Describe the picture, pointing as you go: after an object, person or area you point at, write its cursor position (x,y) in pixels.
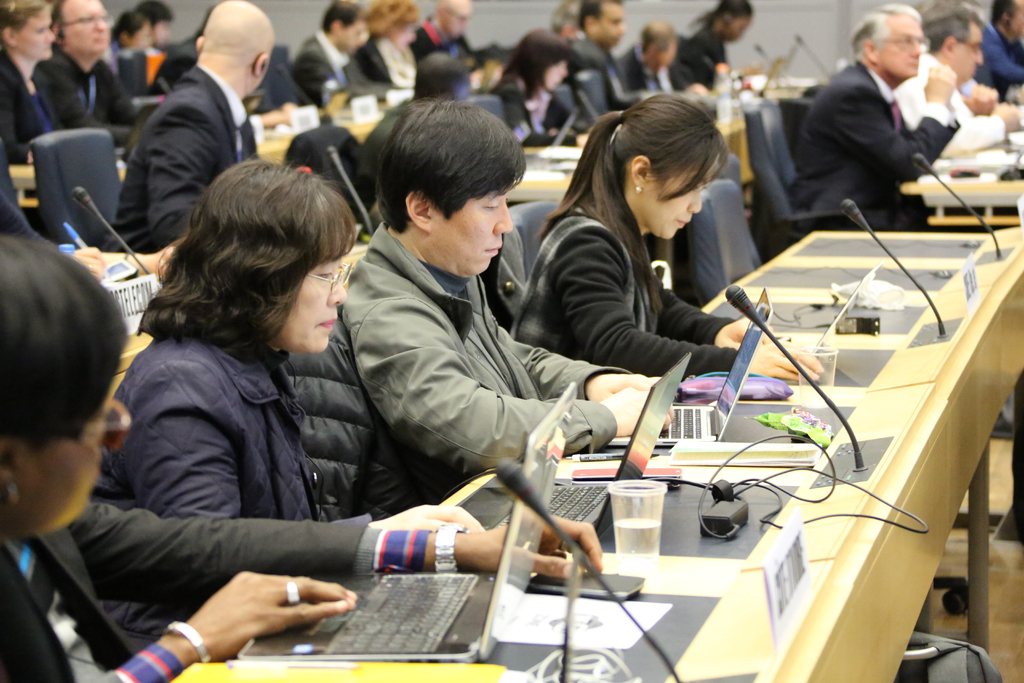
In this image I can see many people (195,127) are sitting on the chairs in front of the tables (873,311). These people (415,368) are facing towards the right side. On the tables (824,280) many laptops (483,647), glasses (650,553), wires (797,469), microphones (629,609) and other objects (772,391) are placed. In the front (298,408) there are few people (247,368) looking into the laptops (453,576).
